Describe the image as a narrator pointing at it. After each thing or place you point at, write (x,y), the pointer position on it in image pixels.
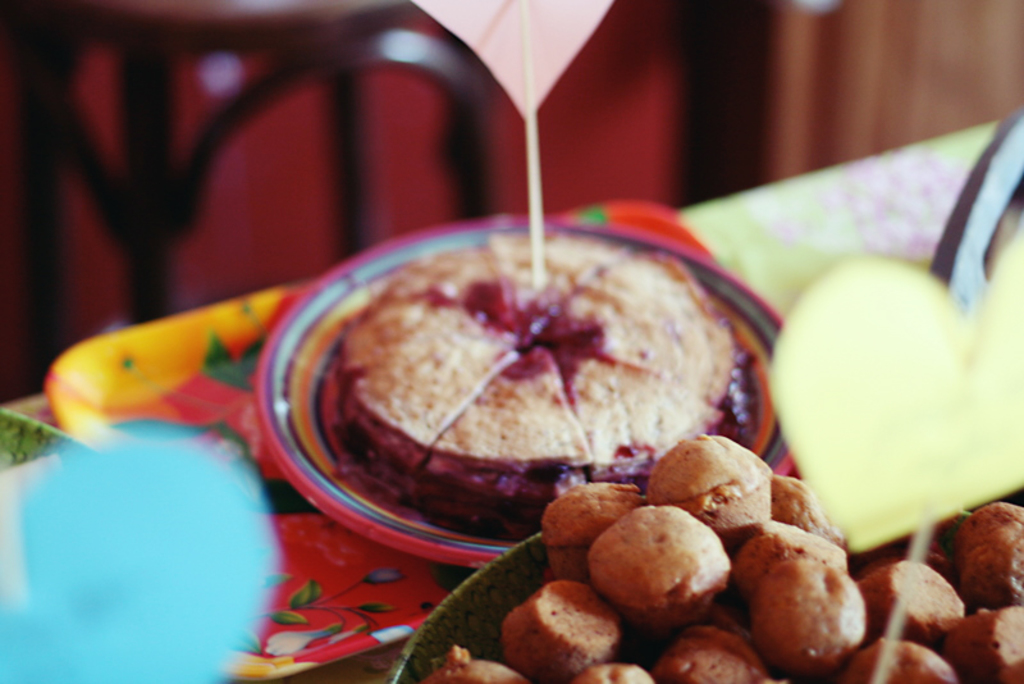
In this image I can see few plates (312,422) which are red, blue, orange and green in color and on them I can see few food items (478,385) which are brown and red in color. In the background (757,20) I can see few other objects (253,93) which are blurry.
